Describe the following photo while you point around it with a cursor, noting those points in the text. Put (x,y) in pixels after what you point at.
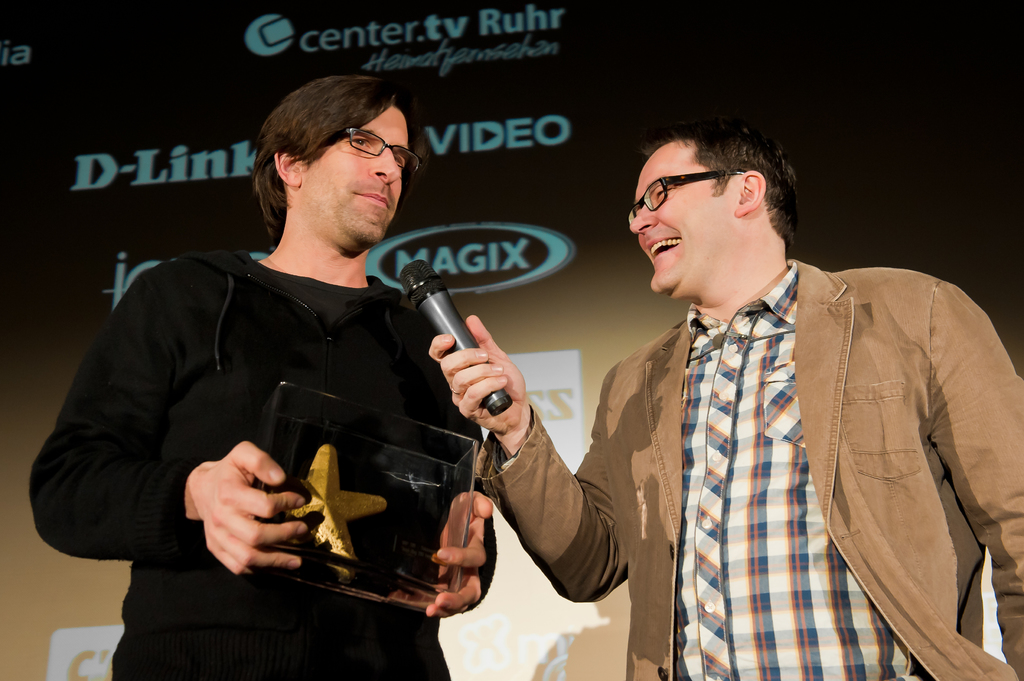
As we can see in the image there are two people (425,333). The man (824,388) on the right side (797,405) is holding a mic (438,307). In the background (568,229) there is a banner (177,187).
